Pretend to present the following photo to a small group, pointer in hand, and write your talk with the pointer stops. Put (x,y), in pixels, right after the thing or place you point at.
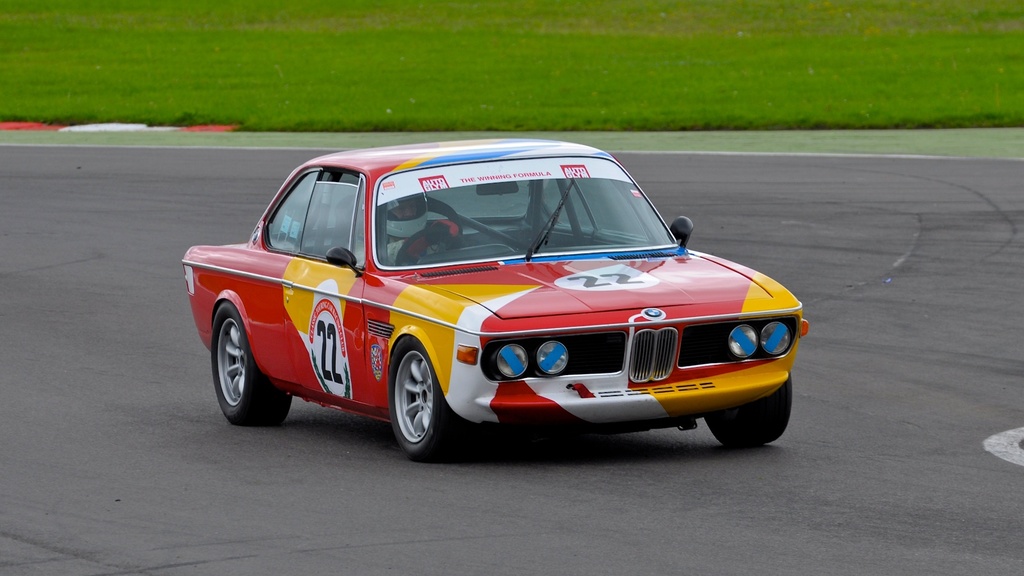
In the center of the image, we can see a man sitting inside the car (452,315) and at the bottom (701,487), there is road (892,292) and ground (807,78).
